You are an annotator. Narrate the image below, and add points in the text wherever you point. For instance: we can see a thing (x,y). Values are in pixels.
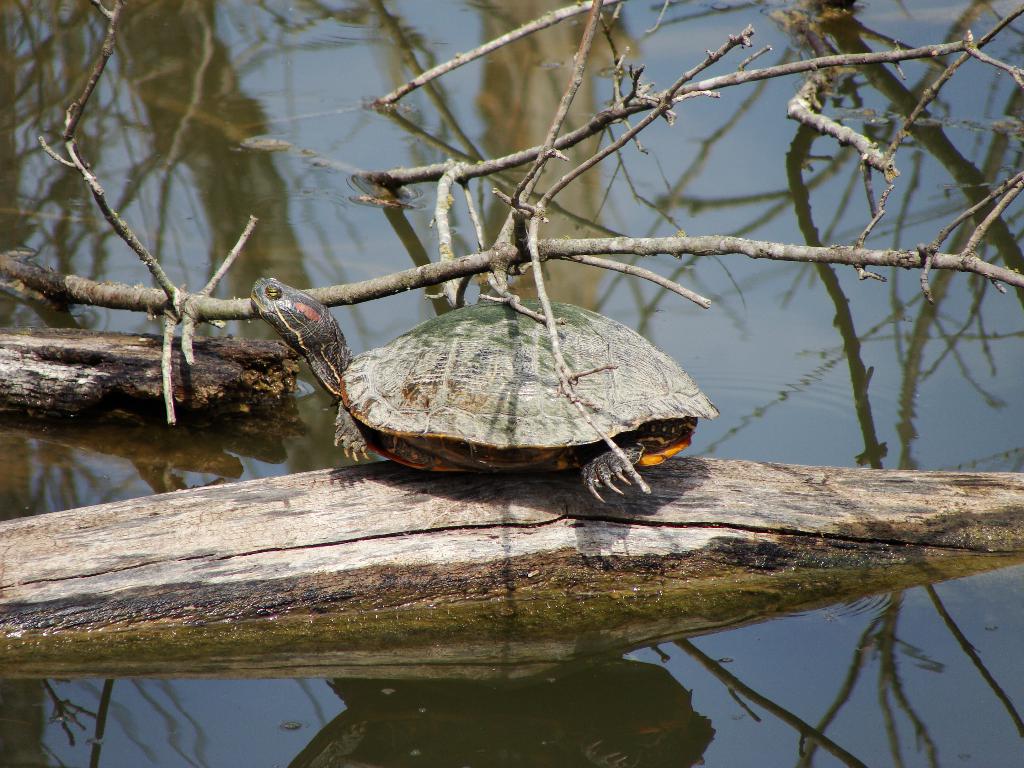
In this image we can see a tortoise (435,344) on a wooden log (526,546) and some branches (906,250) of a tree (906,250) in a water body (715,338).
